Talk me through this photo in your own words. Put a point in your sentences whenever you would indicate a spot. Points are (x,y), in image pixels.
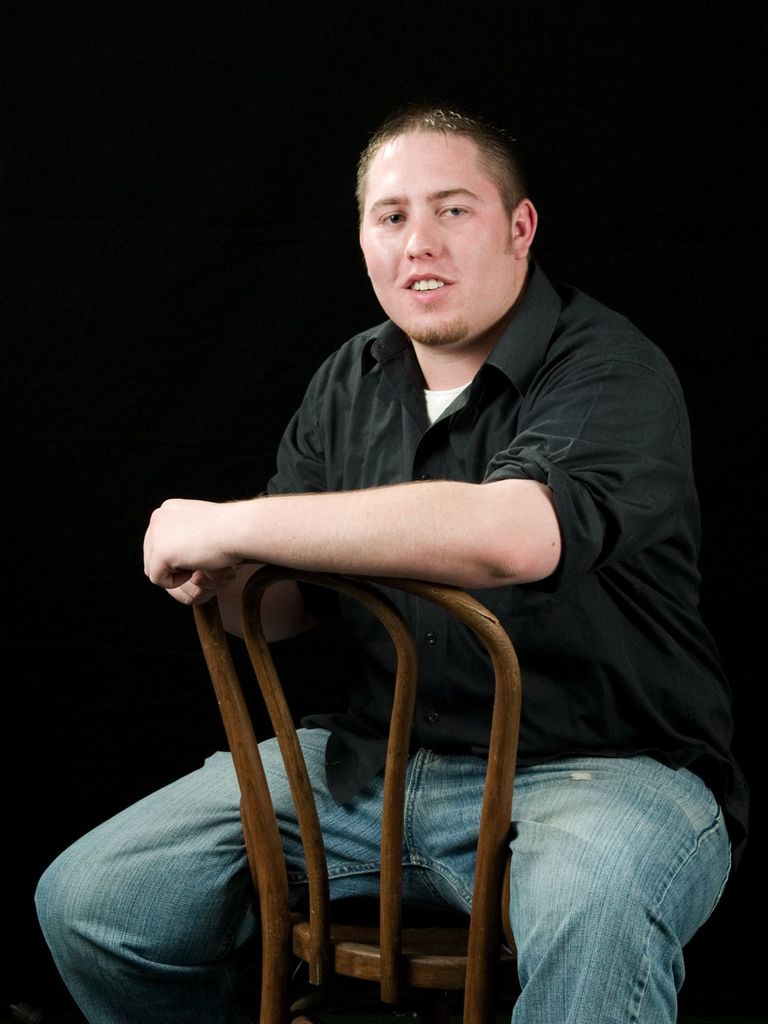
In the image we can see there is a man (509,601) sitting on the chair (497,721).
